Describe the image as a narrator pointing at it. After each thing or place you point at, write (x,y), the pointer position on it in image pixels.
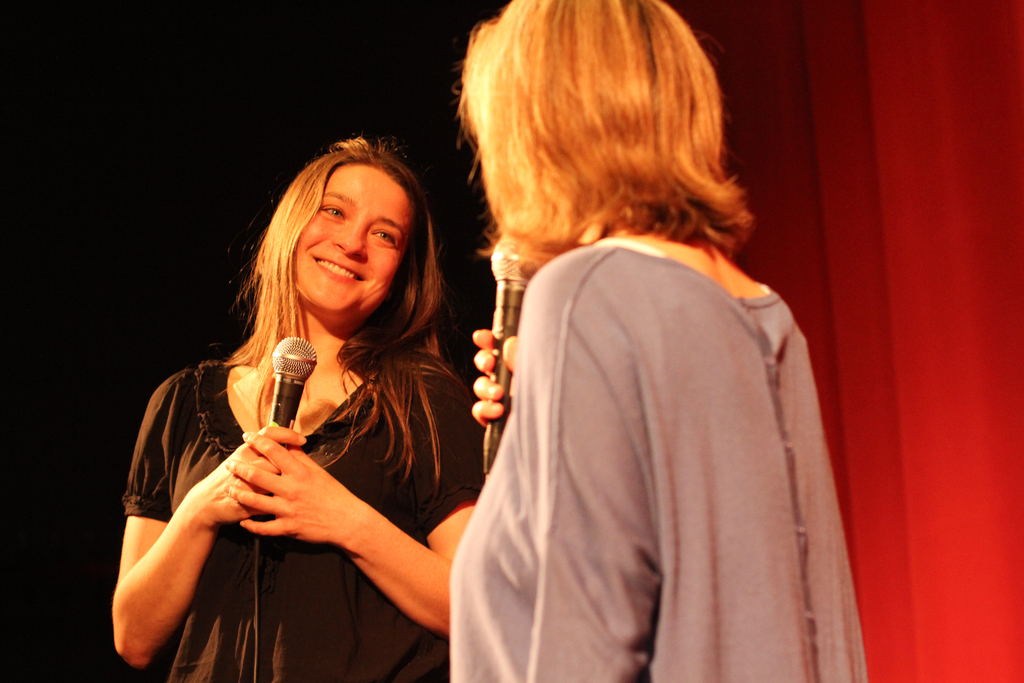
In this image, two womens (689,141) are standing and holding a mike (306,352) in their hands (241,450). Behind that a curtain (886,302) is visible which is red in color. This image is taken inside a hall (106,34) during night time.
